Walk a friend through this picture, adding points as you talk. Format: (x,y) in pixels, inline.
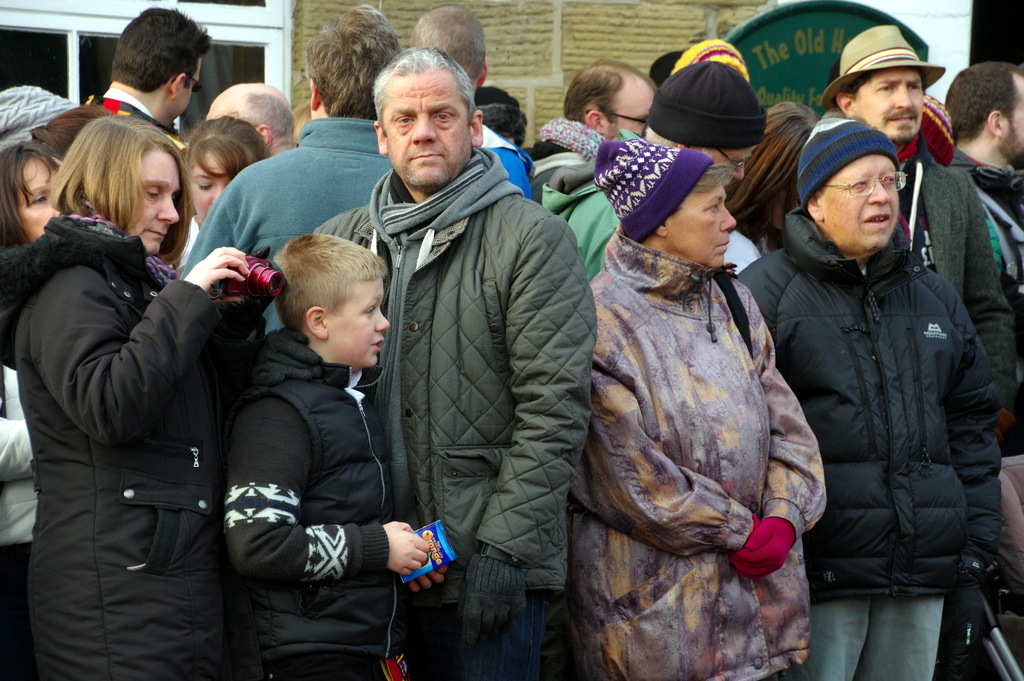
In this image there are group of people (480,327) standing one beside the other. In the background (618,40) it seems like a building (245,16) with glass windows (84,68). In the middle (343,454) there is a kid (383,544) who is holding the packet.
